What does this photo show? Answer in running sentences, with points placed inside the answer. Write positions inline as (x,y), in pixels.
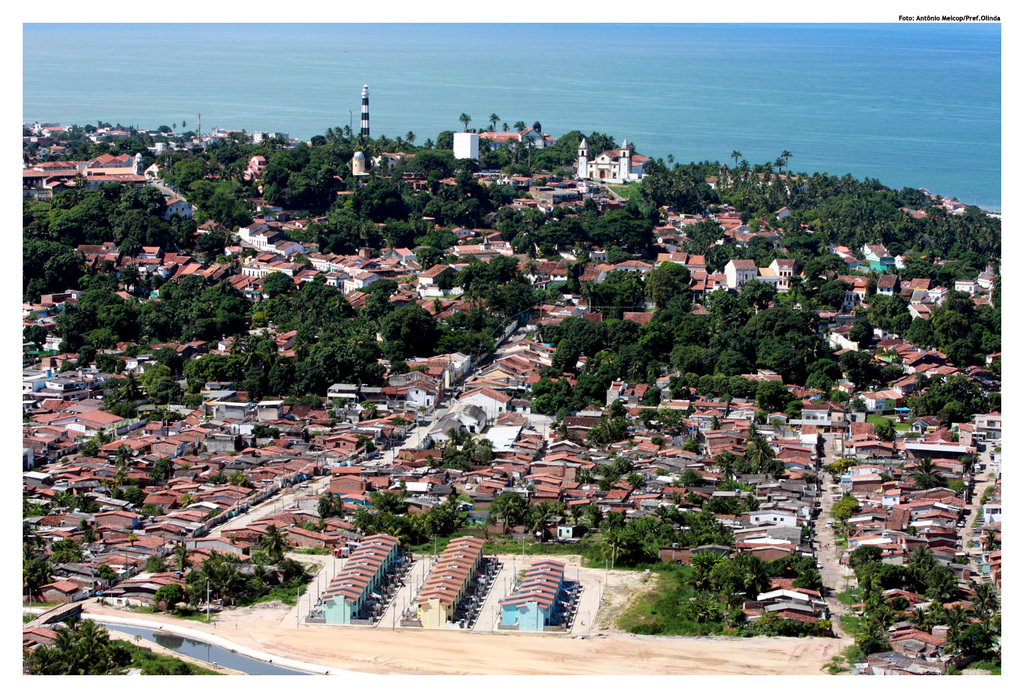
In this picture I can see buildings (353,531), trees (404,352) and I can see a tower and water (594,81) in the background (769,130) and I can see text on the top right corner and water (171,643) at the bottom left corner of the picture (162,641).
